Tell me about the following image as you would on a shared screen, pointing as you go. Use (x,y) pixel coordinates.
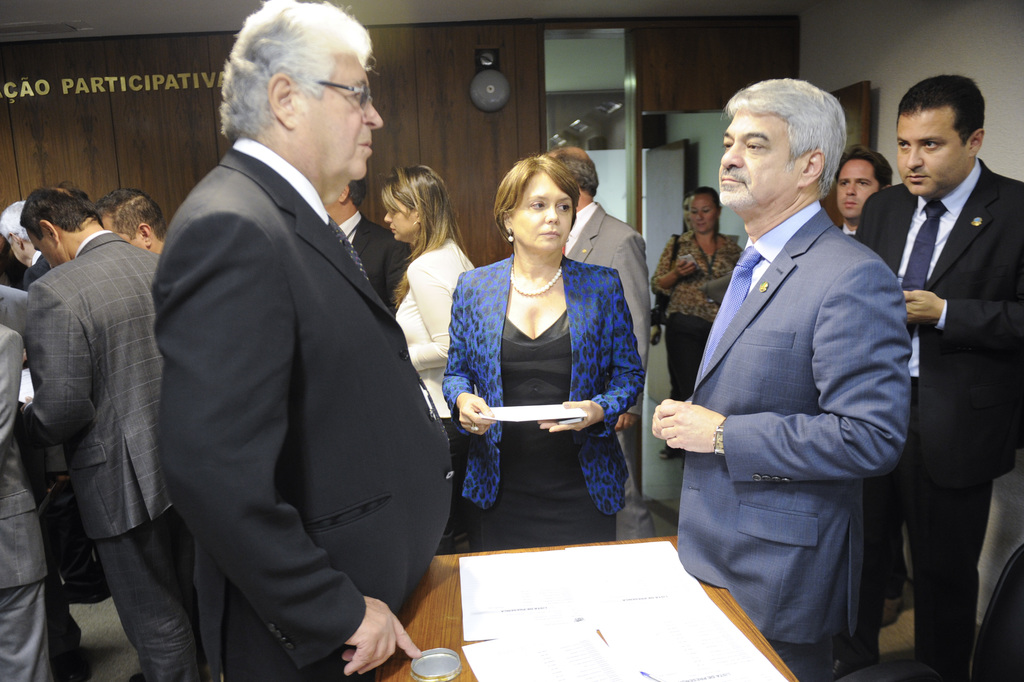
This is an inside view of a room (36,181). Here I can see two men (330,340) are standing and looking at each other. In the middle of these two men (341,467) there is a table (419,617) on which I can see few papers (597,639) and there is a woman (543,341) standing, holding some papers (509,416) in the hands (593,408) and looking at this man (779,323). In the background (941,249), I can see some more people (933,223) standing. At the top of the image (625,65) there is a wall (767,50) and a glass (596,122). In the top left-hand corner (99,86) there is some text (63,86) on a wooden plank (85,51).
